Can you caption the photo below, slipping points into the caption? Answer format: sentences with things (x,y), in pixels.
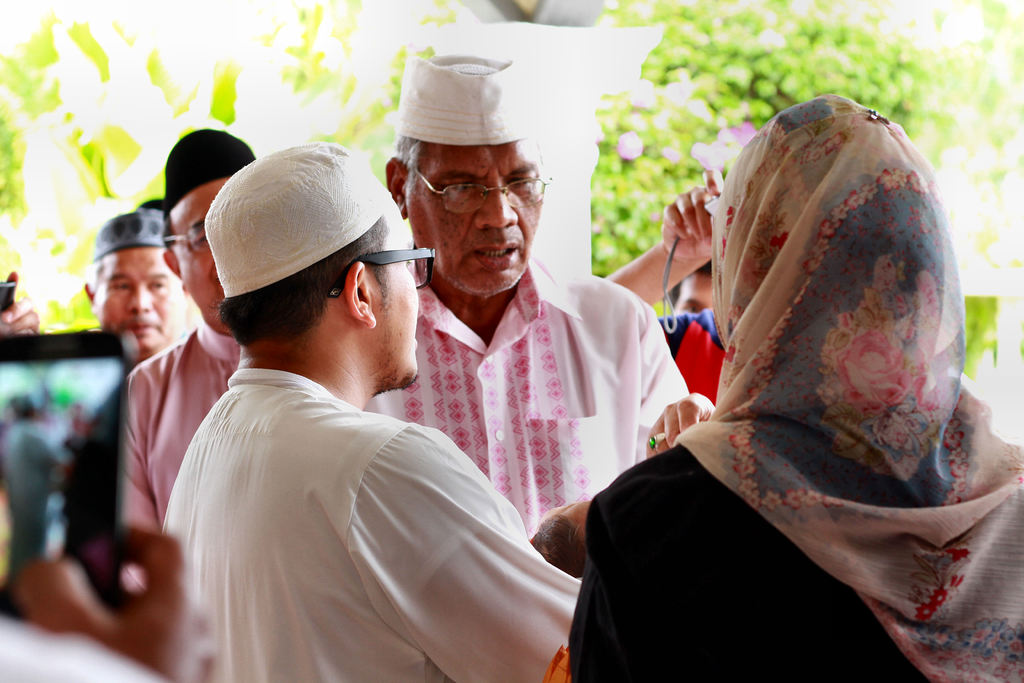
In this image there are a group of people (290,401) standing together and talking among themselves, in which some of them are capturing with cameras (9,544) behind them there is a pillar (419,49) and trees (633,200).
